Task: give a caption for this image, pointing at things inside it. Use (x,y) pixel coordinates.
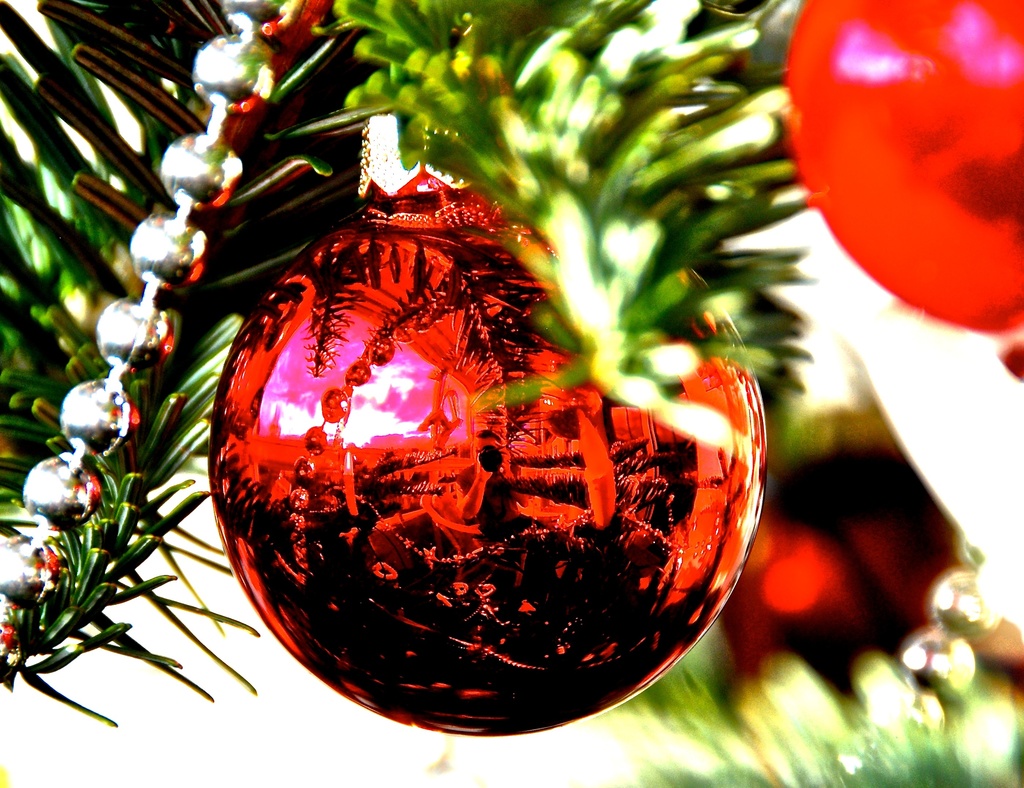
In the image there is a red color decorative ball (545,477) with a reflection (464,446) of few images (486,531) on it. And there are decorative items (142,334) like balls (138,342) and leaves (597,284). And there is a blur background (848,433).
